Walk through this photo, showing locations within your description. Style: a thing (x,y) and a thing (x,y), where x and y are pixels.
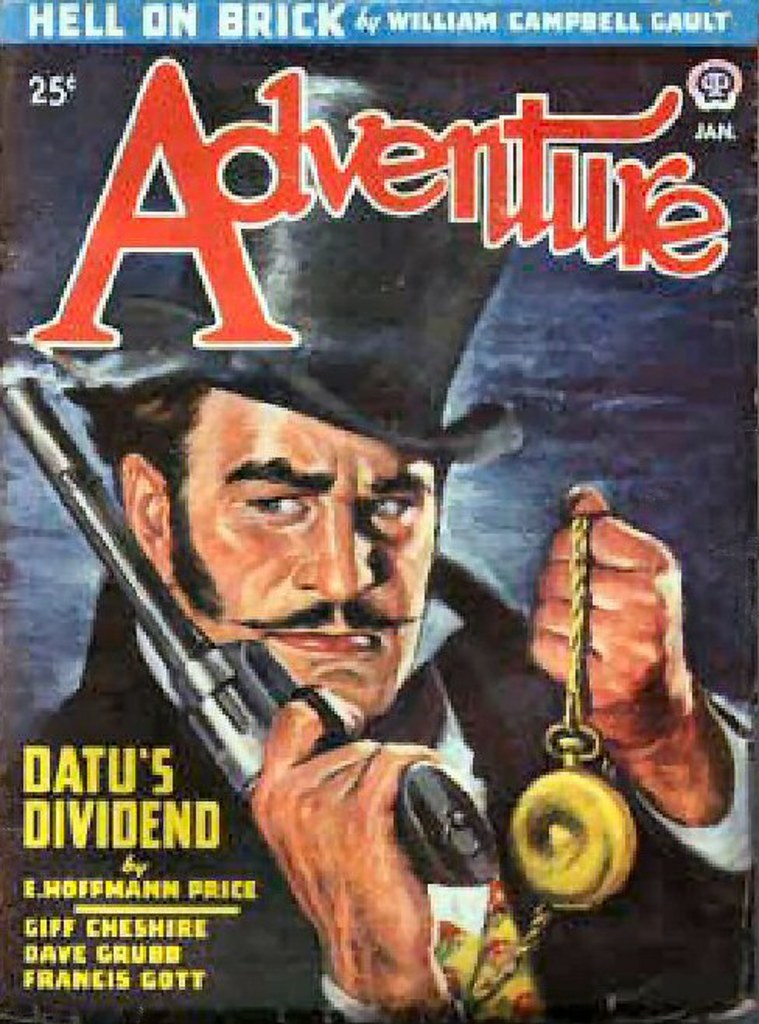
In this picture we can see poster (478,421), in this poster (539,223) we can see a man (323,575) holding a gun (346,737) and an object (568,802) and we can see some text (47,976).
